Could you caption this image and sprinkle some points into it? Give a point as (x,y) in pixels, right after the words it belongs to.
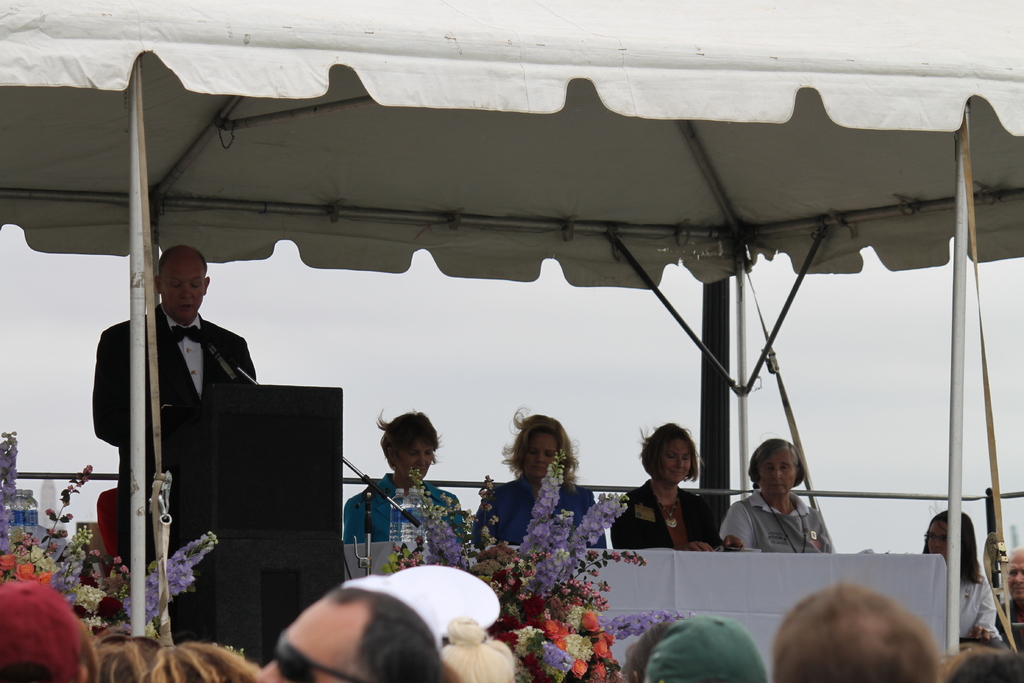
In this picture I can see group of people (421,638), there are flowers (68,577), group of people (504,495) sitting, there are bottles (407,503) on the table (921,564), a mike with a mike stand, a person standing near the podium (239,505), and there is a canopy tent (729,178) with poles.
